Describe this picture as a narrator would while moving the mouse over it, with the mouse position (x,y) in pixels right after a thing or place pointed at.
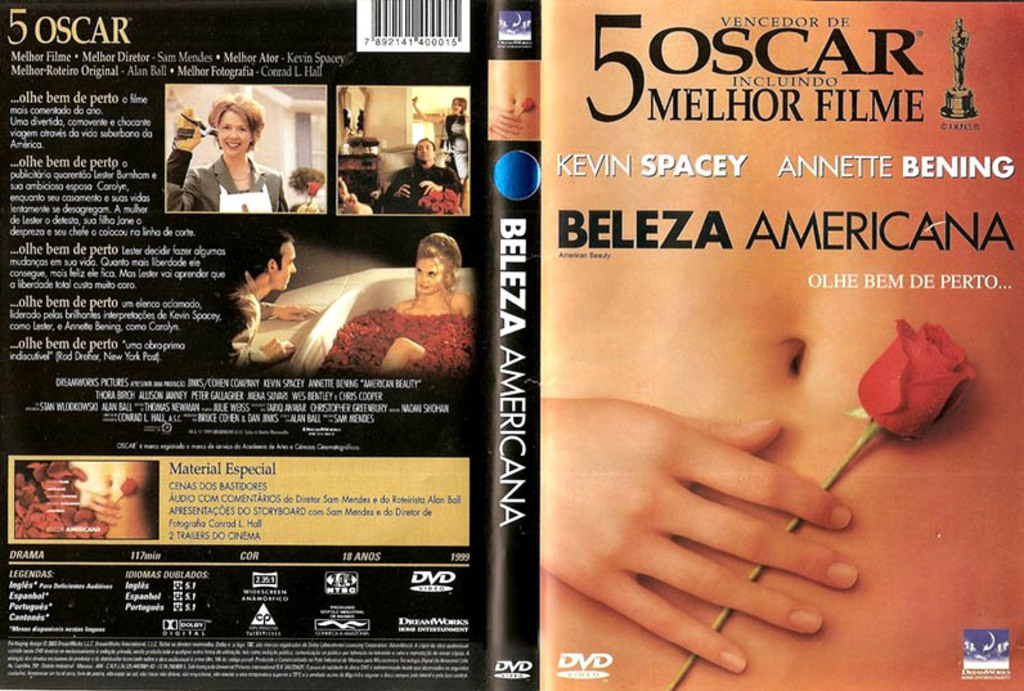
This is an edited image. On the right (709,295) we can see the hand (739,445) and the stomach (724,341) of a person (784,426) and we can see a red rose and we can see the pictures (429,268) of group of persons (238,176) and pictures (389,128) of many other objects (445,161) and we can see the text (29,157), numbers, bar code (421,38) and some pictures (346,572) on the image.
